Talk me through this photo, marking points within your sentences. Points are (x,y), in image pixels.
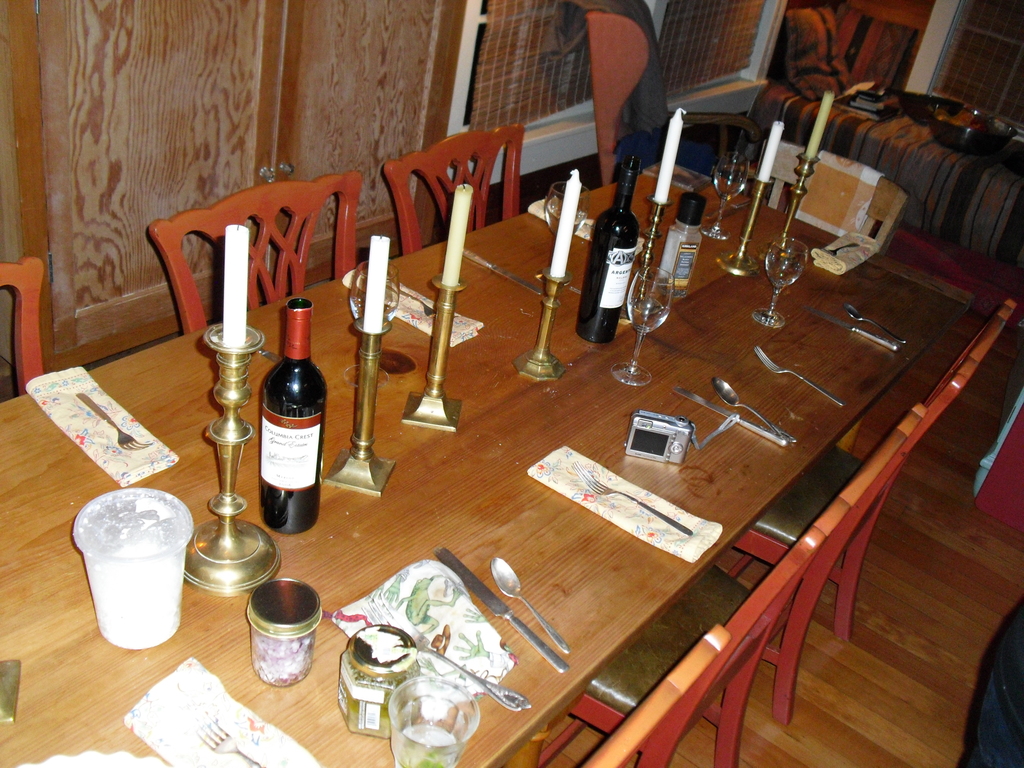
There is a table (508,495) in this picture on which bottles (310,401), candles (423,424), tissues (587,492), forks (641,505), a camera (669,438) and glasses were placed. In front of them, there is some chairs (968,370) here. In the background (253,101), there is a wall (253,101) here.
